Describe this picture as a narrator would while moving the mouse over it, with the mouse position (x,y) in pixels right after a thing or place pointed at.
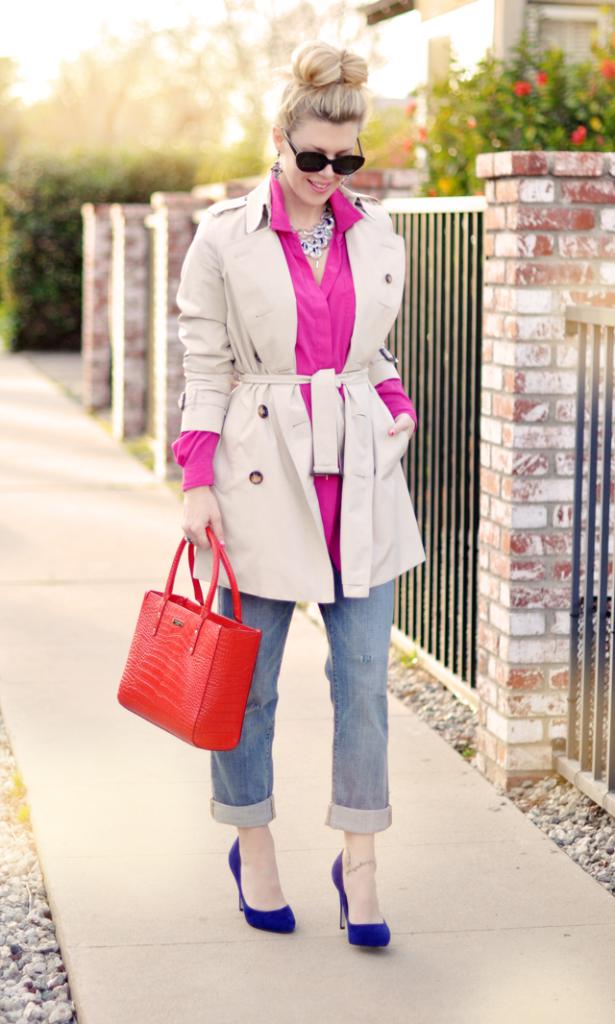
In this picture we can see a woman (343,222) wearing a sunglasses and cream coat (293,378) with pink color dress (329,355) and blue jeans (327,676) holding a red bag (184,634) in her hand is walking on the pedestrian area (149,747). Behind her we can see the black iron pipe fencing (454,398) and wall (513,250) with some flower plant (517,105) and houses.
